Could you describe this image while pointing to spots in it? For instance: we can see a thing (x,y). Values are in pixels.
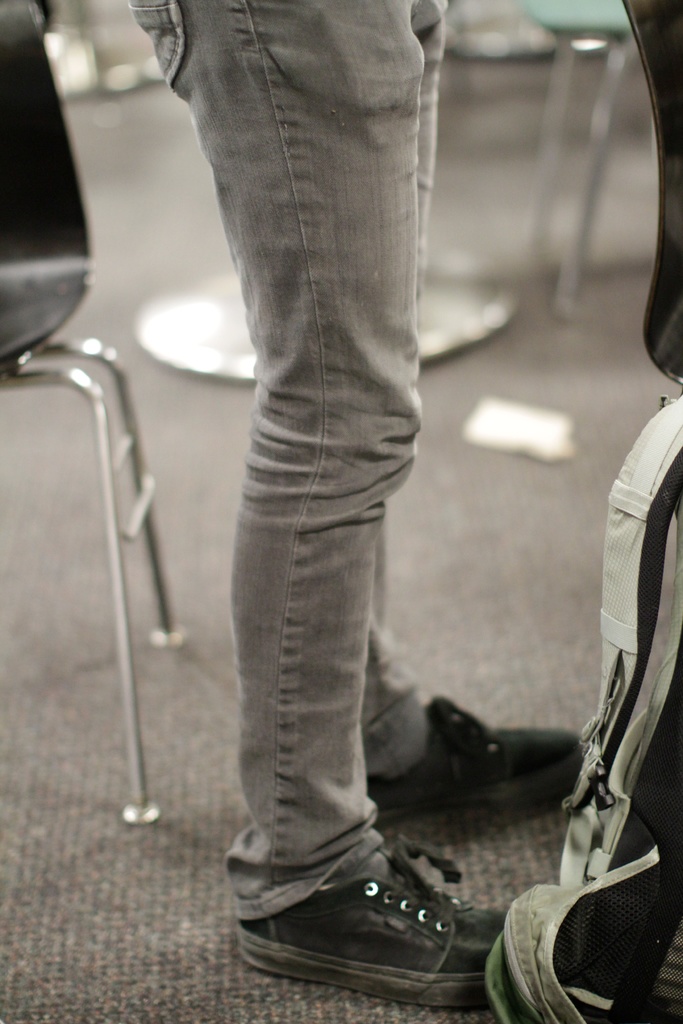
In this picture there are legs (362,385) of a person (356,420) wearing black shoes (401,907) and there is a bag (659,768) in the right corner (643,721) and there is a chair (41,278) behind him and there are some other objects (547,97) in the background (602,36).
